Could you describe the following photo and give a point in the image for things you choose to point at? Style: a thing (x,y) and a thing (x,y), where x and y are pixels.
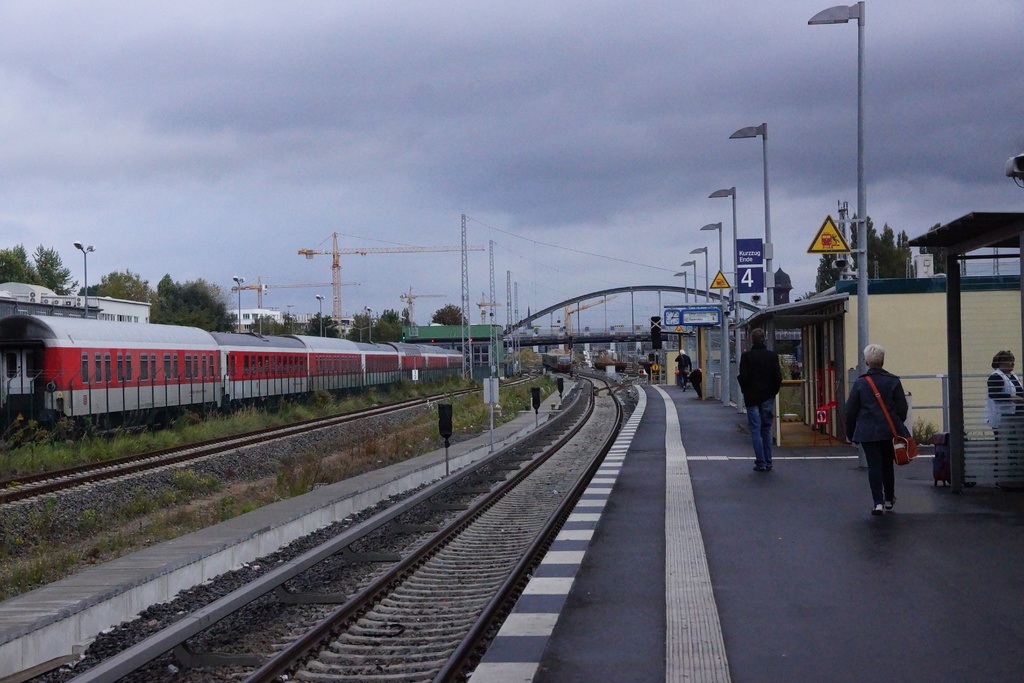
In the picture I can see railway tracks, poles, trees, people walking on the railway platform (729,542), sign boards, towers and some other objects (405,353). In the background (468,202) I can see the sky (372,210).
